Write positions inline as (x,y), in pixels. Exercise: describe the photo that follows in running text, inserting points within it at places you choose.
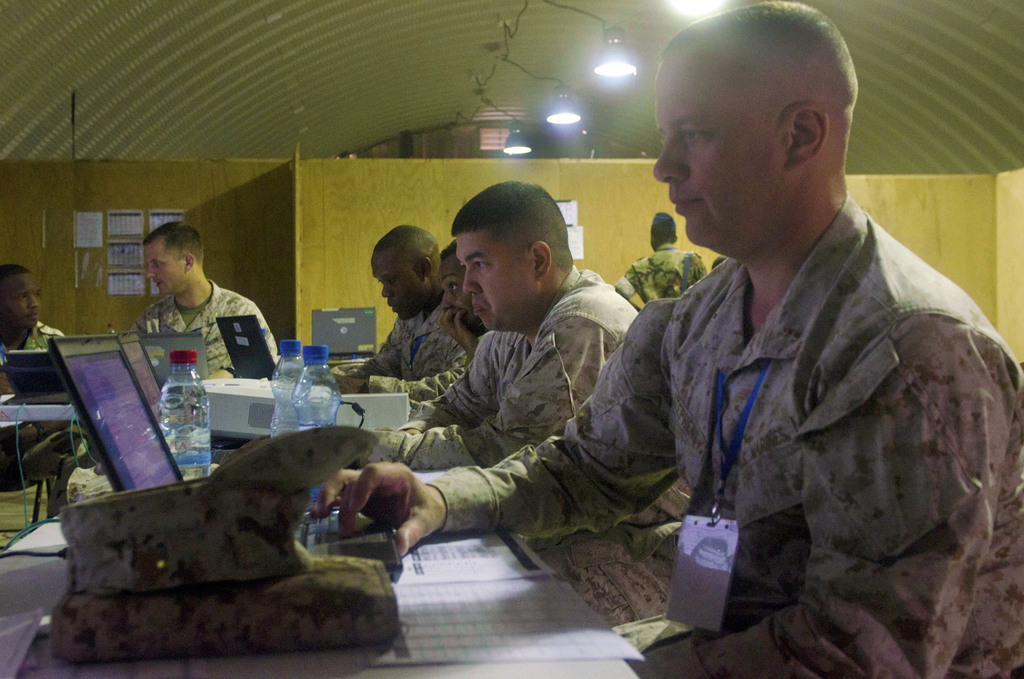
In this image there are persons (598,363) sitting, there is a person (19,331) truncated towards the left of the image (12,288), there are objects (248,528) on the table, the table (241,678) is truncated towards the bottom of the image (25,589), there is a person (658,286) standing, there is a wooden wall (463,181), there are papers (152,221) on the wall (589,235), there is a roof (613,122) truncated towards the top of the image (367,57), there are lights (554,113).
